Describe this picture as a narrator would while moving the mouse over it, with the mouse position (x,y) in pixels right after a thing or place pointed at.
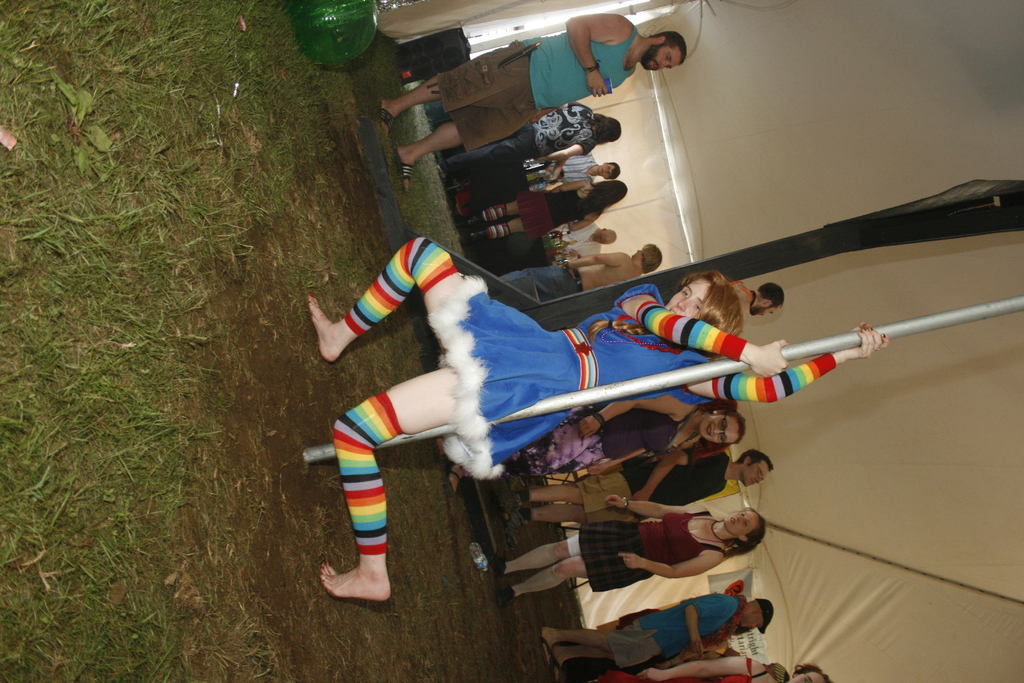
In this image we can see people (453,104) standing on the ground (509,480) and one of them is holding a pole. In the background (535,14) we can see tent (808,176).
